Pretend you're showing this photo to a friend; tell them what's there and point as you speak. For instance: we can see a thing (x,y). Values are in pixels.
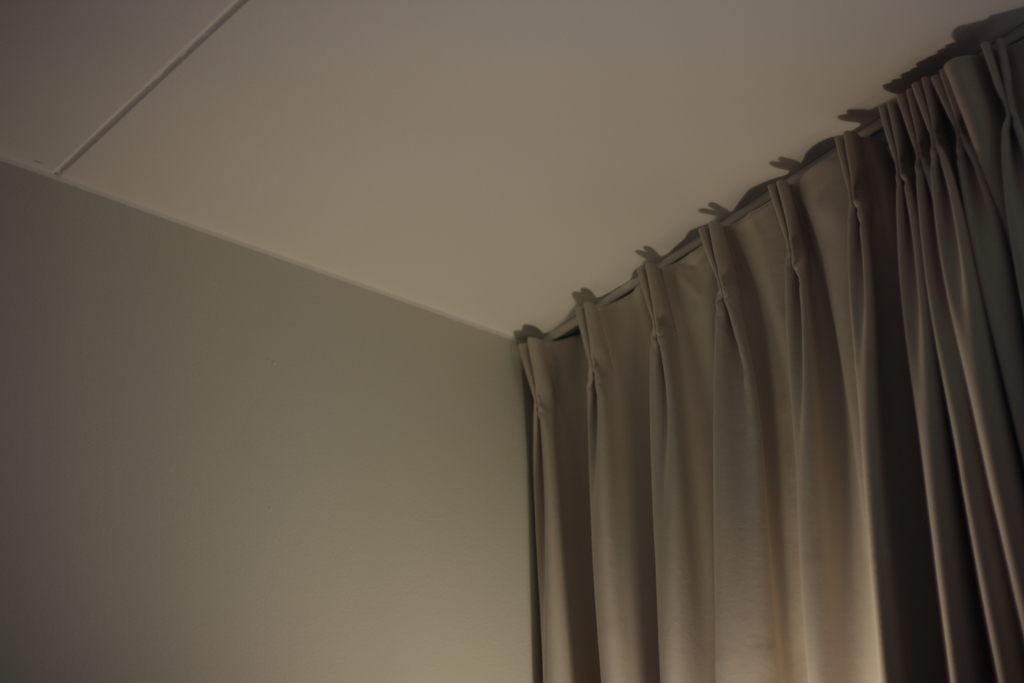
In this image, I can see the curtains (879,274) hanging to the hanger (619,286). This is roof (513,90). I can see the wall (318,476).
